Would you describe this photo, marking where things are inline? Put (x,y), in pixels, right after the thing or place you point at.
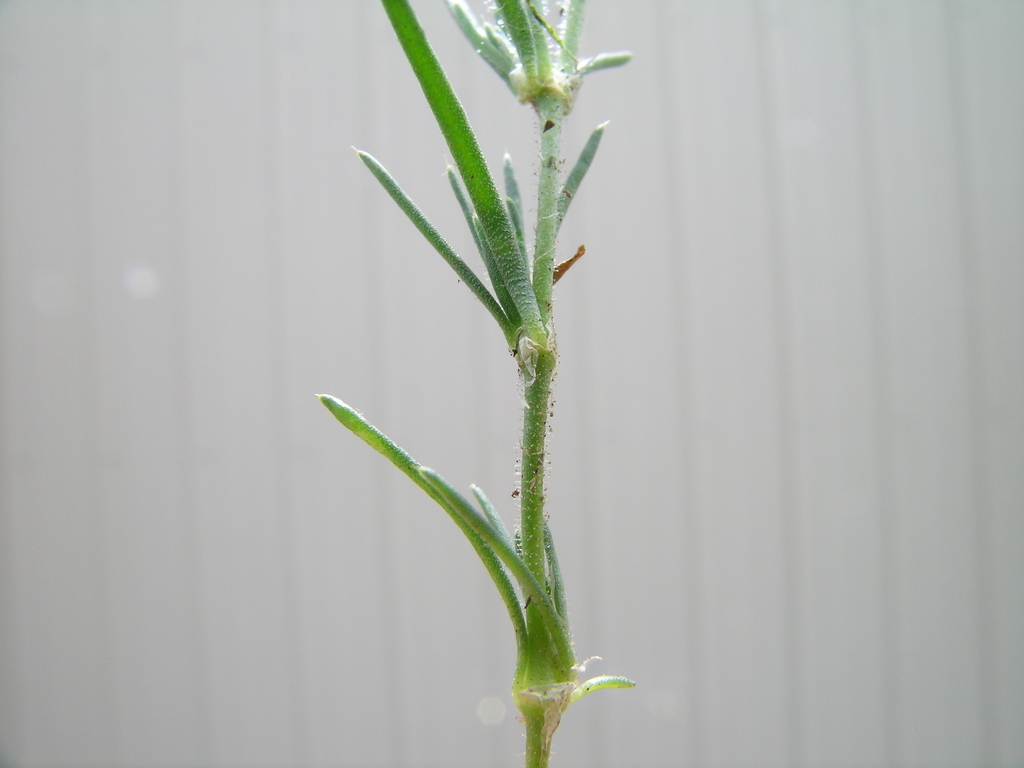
In the image we can see there is a plant (541,107).
